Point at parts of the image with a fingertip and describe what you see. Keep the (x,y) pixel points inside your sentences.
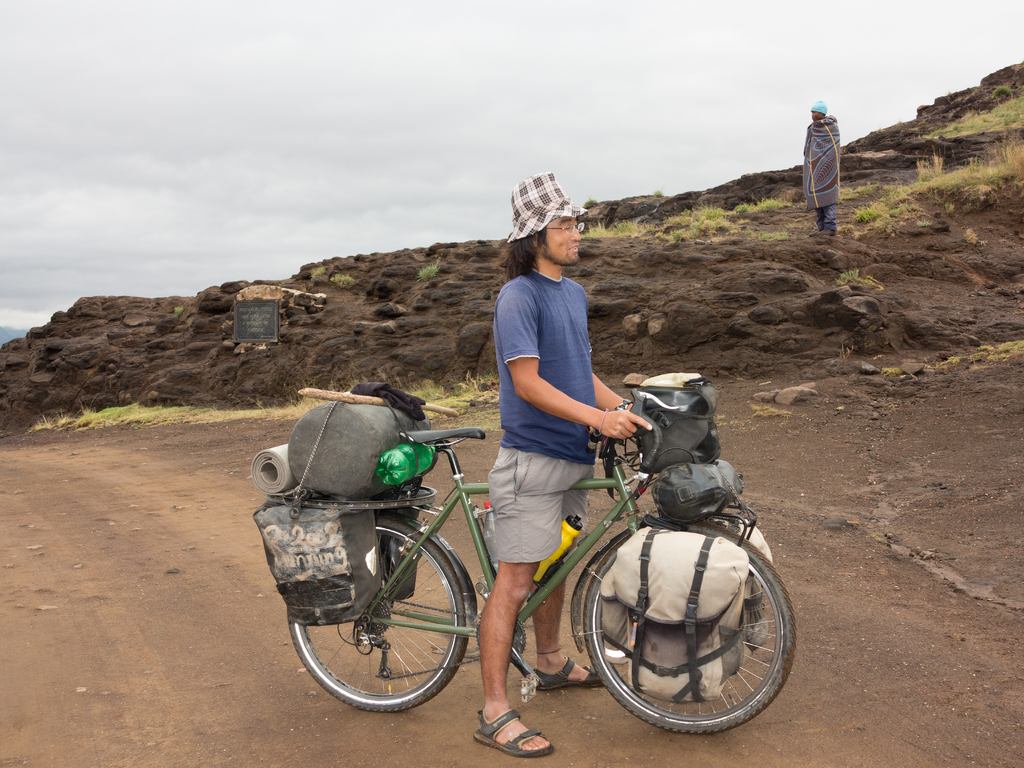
In the center (539,433) we can see one person (570,434) standing and smiling. And we can see one bicycle (392,512) carrying backpacks (701,497), bottle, chart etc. And coming to back we can see sky (430,121) with clouds (417,112), one person (828,139) standing, hill (971,154) and one board (250,327).
